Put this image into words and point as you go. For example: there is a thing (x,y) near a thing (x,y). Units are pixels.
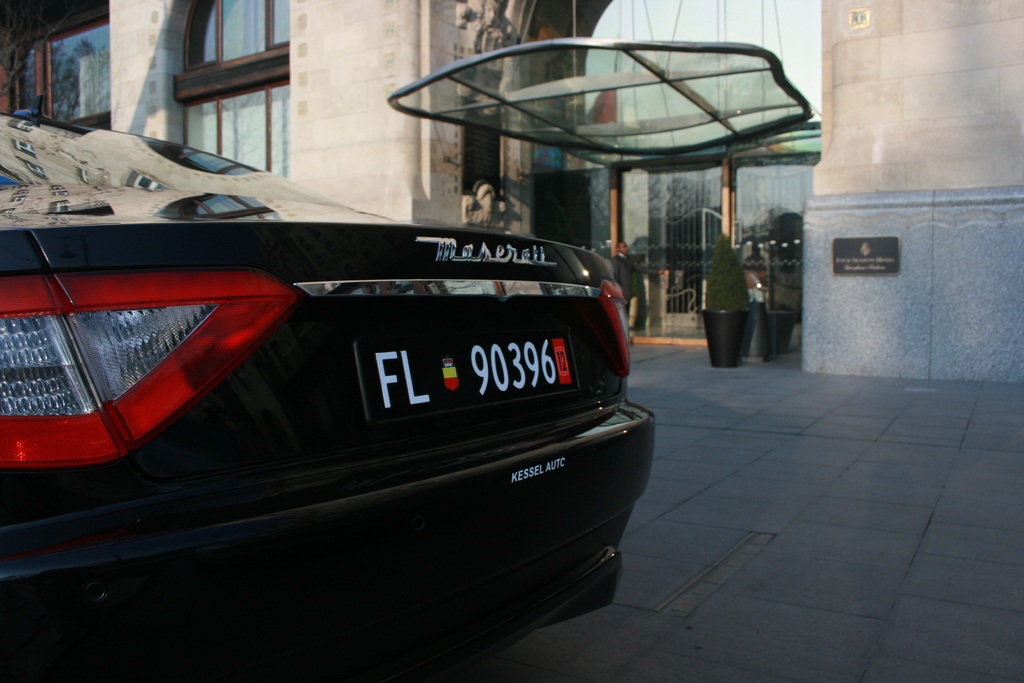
In this image we can see a car (480,468) on the road (547,634). In the background (357,166) there are buildings (660,84) and we can see a plant (735,262).
